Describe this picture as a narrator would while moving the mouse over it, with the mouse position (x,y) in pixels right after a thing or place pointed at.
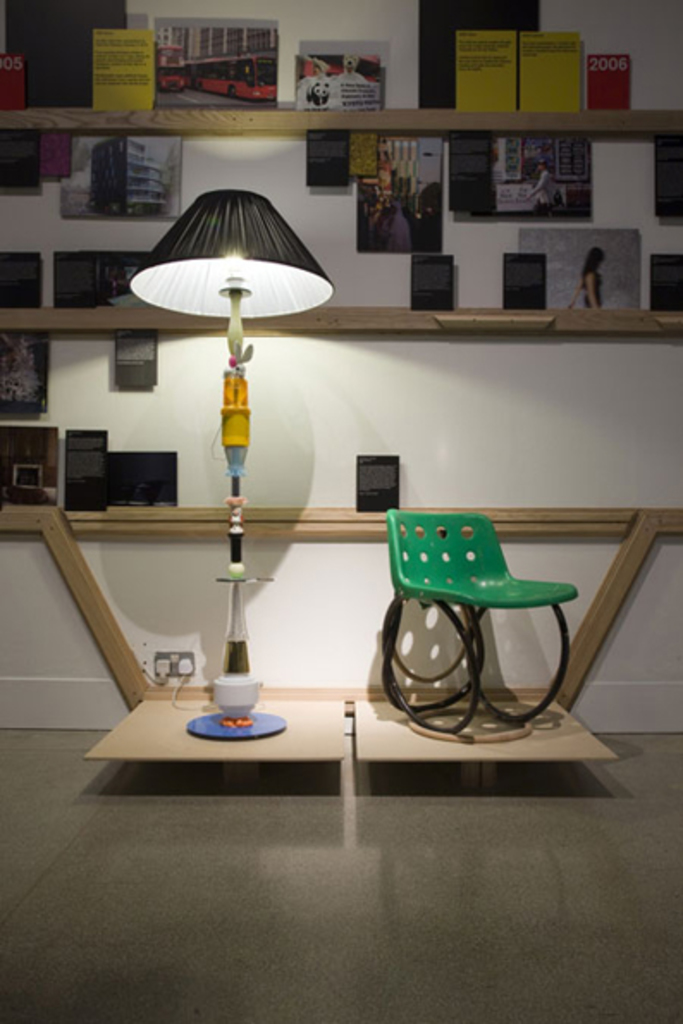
As we can see in the image there is a lamp (233,573), chair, switch board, shelves (120,659), white color wall (454,368) and photo frames (379,84).
